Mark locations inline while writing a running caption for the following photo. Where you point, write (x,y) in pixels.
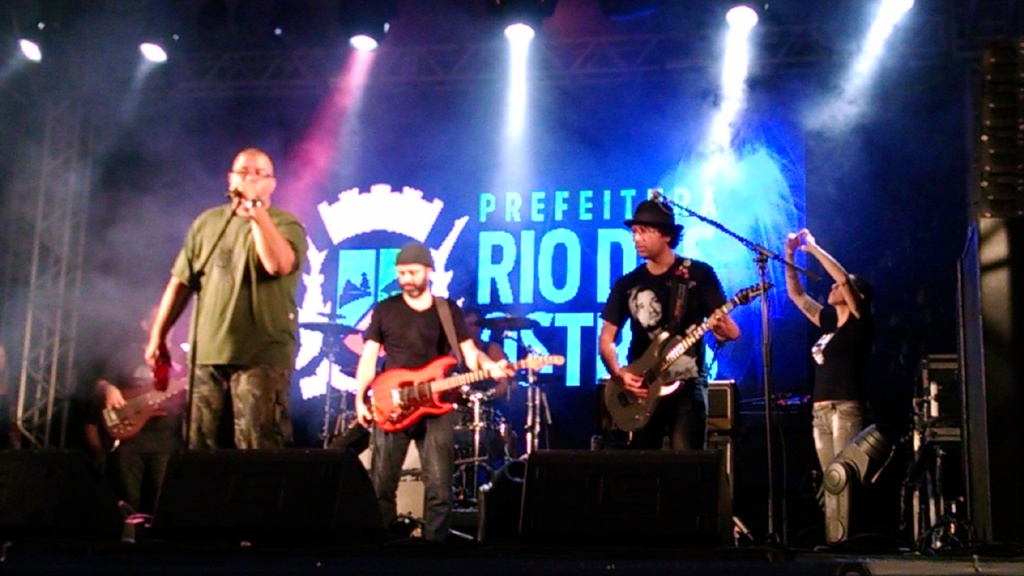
There are group of persons (443,345) standing and playing guitars (660,379). The woman (818,330) is standing at the right side of the image (835,325). This is a mike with the mike stand (760,255). At background (518,423) I can see another person (492,347) sitting and Playing drums (492,419). These are the show lights (519,34). This is a banner (488,188) which is hanging. This Image is looking like an stage show.
